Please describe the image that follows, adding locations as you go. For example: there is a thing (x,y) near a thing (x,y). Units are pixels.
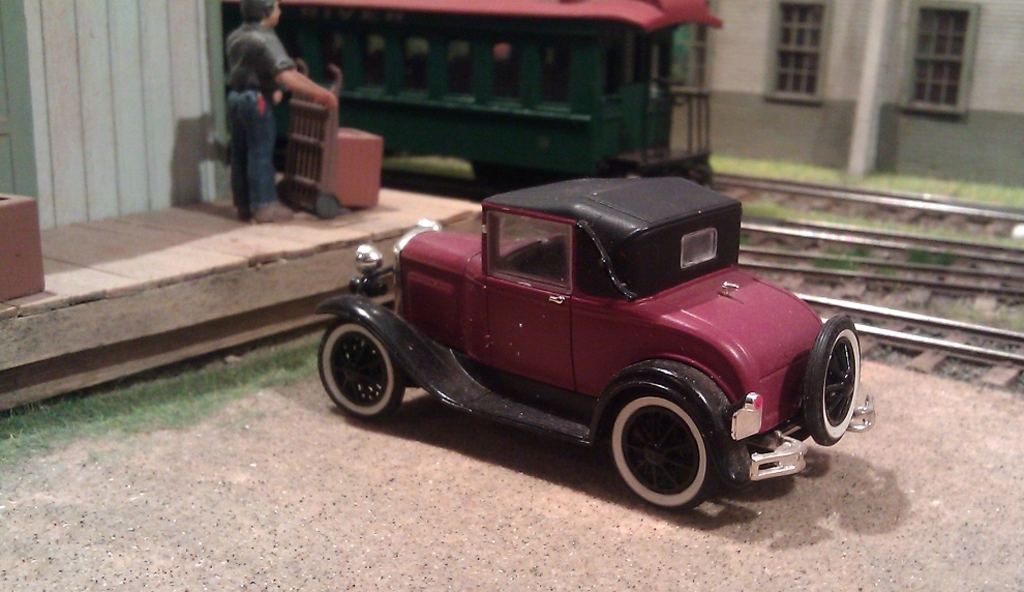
In this image in the front (536,327) there is a toy car (624,353) and on the left side (253,84) there is a person (277,85). In the background (560,114) there is a train (551,98) and there is a building (875,104) and there are railway tracks (934,247) and there's grass (857,182) on the ground (747,171).
